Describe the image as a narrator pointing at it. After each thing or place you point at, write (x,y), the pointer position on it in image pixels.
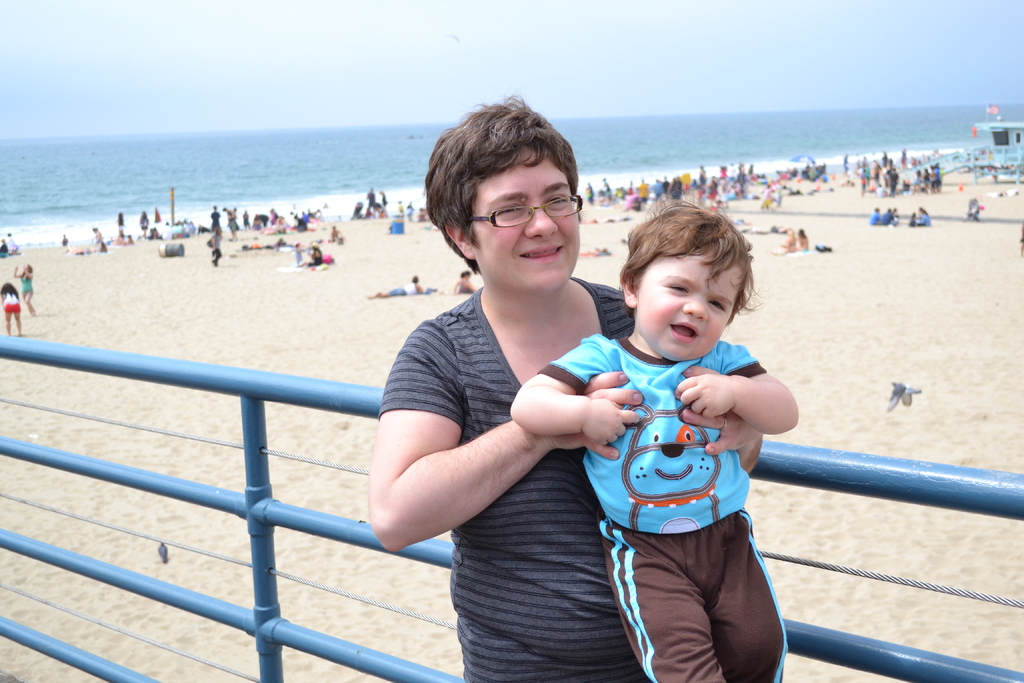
In this image we can see a person (477,532) wearing black color T-shirt (535,507) holding kid (669,404) in his hands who is wearing blue color T-shirt (637,480), brown color pant (674,644) there is fencing (59,510) and in the background of the image (391,295) there are some persons (929,175) standing, sitting and some are resting on the ground (444,274) at the seashore (624,233), there is water (133,146) and top of the image (317,40) there is clear sky (317,40).
